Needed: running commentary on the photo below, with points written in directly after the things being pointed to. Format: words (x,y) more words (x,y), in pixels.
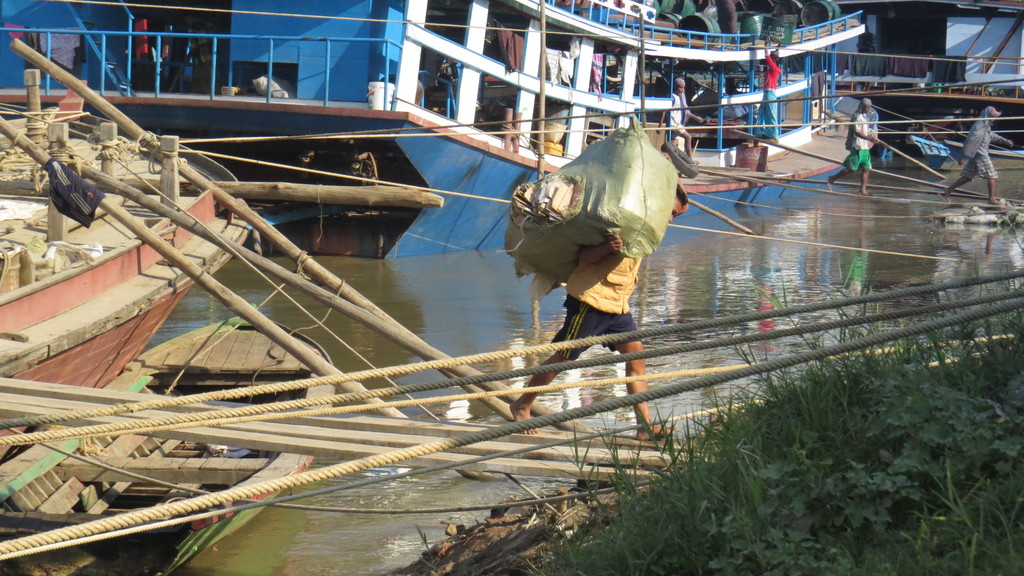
In this image there are boats (444,110) on a river (460,482) and there are ropes (599,359) and people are walking on wooden planks (55,393).
